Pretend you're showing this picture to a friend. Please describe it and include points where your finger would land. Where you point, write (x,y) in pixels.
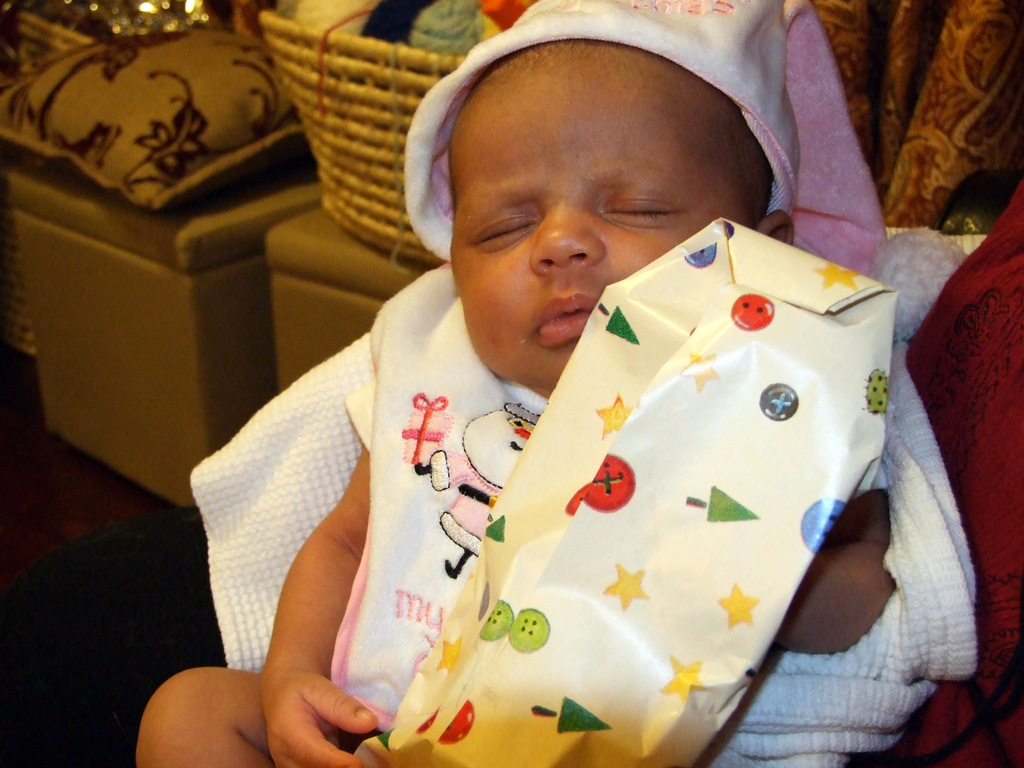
In the picture I can see a baby (506,286) sleeping and holding an object (612,554) in his hands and there are some other objects (336,110) in the background (343,46).
